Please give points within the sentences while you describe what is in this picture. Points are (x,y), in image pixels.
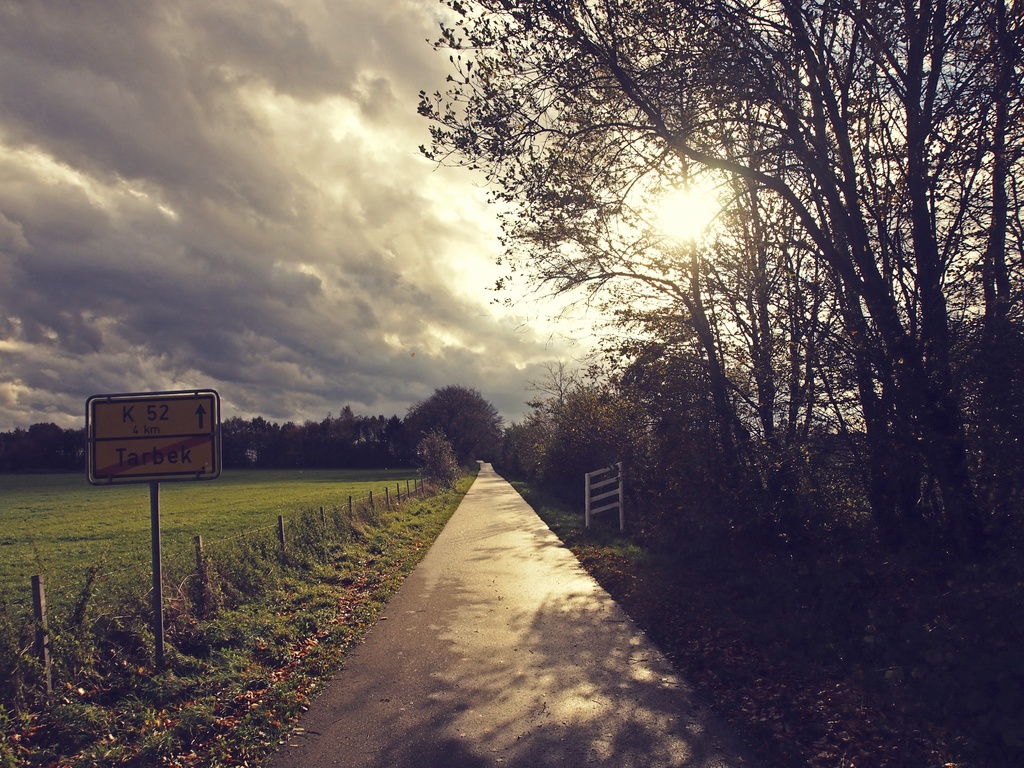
This image consists of many trees (607,354). At the bottom (530,720), there is a road (580,677). On the right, there is a stand (615,508). On the left (121,426), there is a board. At the top (238,194), there are clouds (297,244) in the sky (330,281).
